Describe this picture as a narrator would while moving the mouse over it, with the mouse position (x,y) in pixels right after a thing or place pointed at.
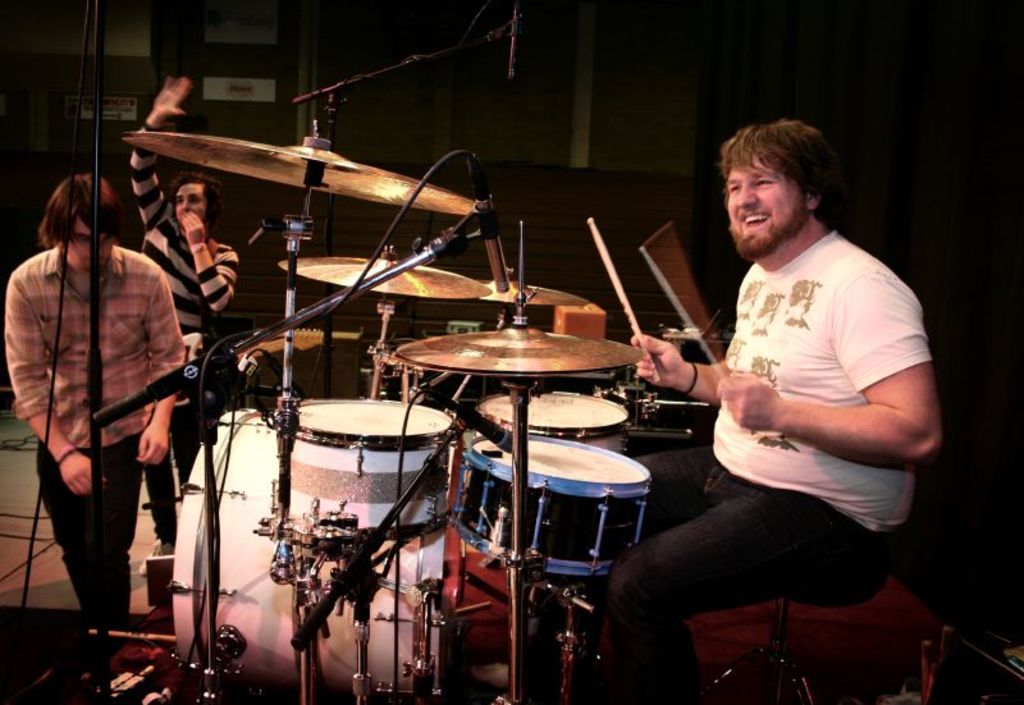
In this image we can see a few people (193,226), among them one is sitting and playing the musical instrument (579,365), in front of him there are some other musical instruments (602,336) and mics (497,278), in the background (248,65) we can see the wall (413,318) with some boards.
